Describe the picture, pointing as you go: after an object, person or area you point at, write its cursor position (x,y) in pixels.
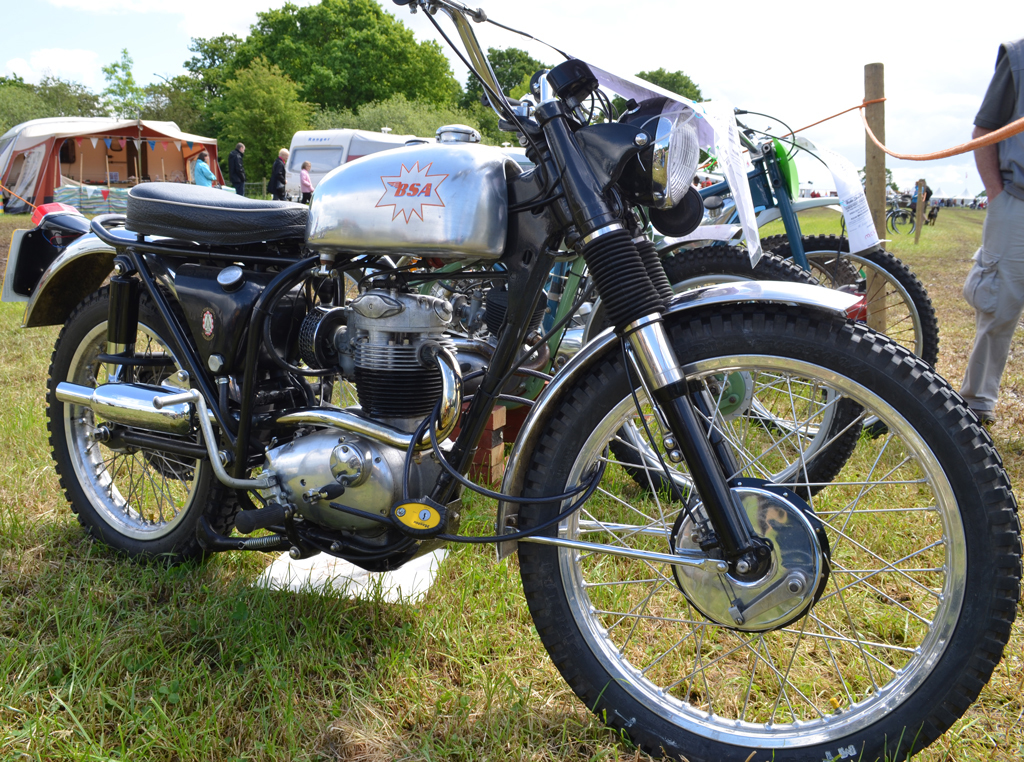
In this image in front (265,229) there are vehicles (213,197). Behind the vehicles (177,190) there is a tent (129,130). In front of the tent (216,173) there are few people (242,178) walking on the grass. In the right side of the image (888,184) there is a wooden fence (871,104). In the background of the image (481,98) there are trees (265,59) and sky (764,74).
